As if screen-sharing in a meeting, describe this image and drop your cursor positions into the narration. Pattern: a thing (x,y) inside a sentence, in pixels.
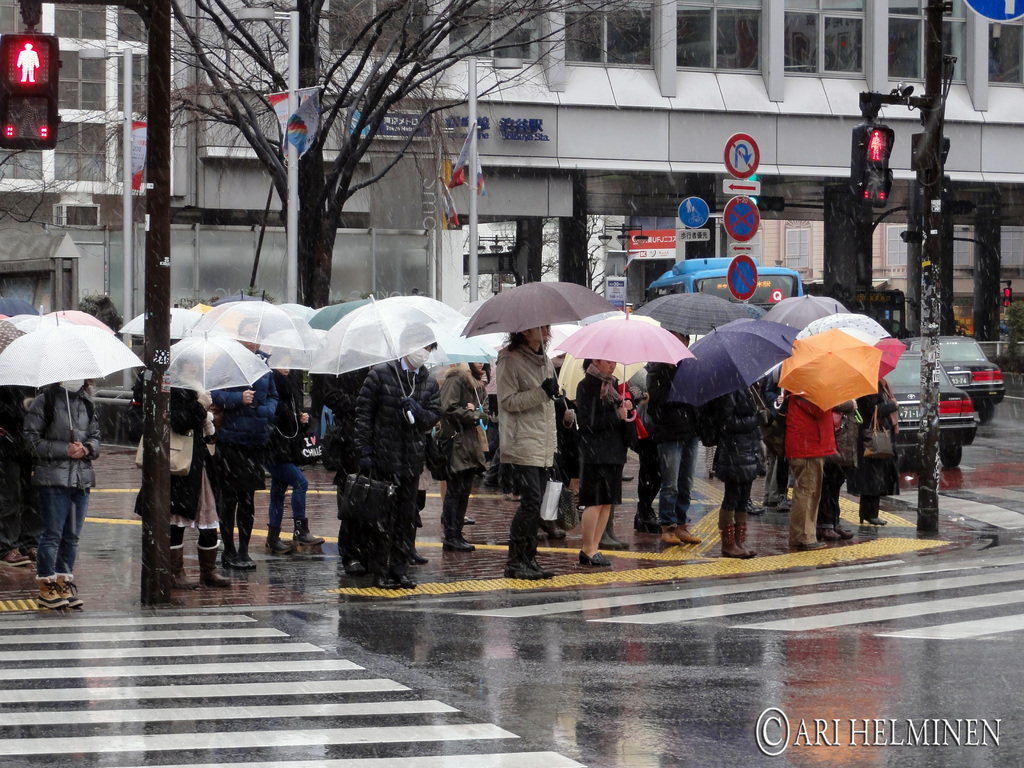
This picture is taken on the wide road (1023,649). In this image, on the left side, we can see a traffic signal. On the right side (915,151), we can also see a traffic signal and few vehicles (903,353) which are placed on the road (997,409). In the middle of the image (472,470), we can see a group of people (739,453) holding an umbrella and standing on the footpath (854,519). In the background (359,182), we can see some trees (340,145), pillars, street light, buildings (696,98), glass window (687,61). At the bottom (1023,580), we can see a road (323,727).
